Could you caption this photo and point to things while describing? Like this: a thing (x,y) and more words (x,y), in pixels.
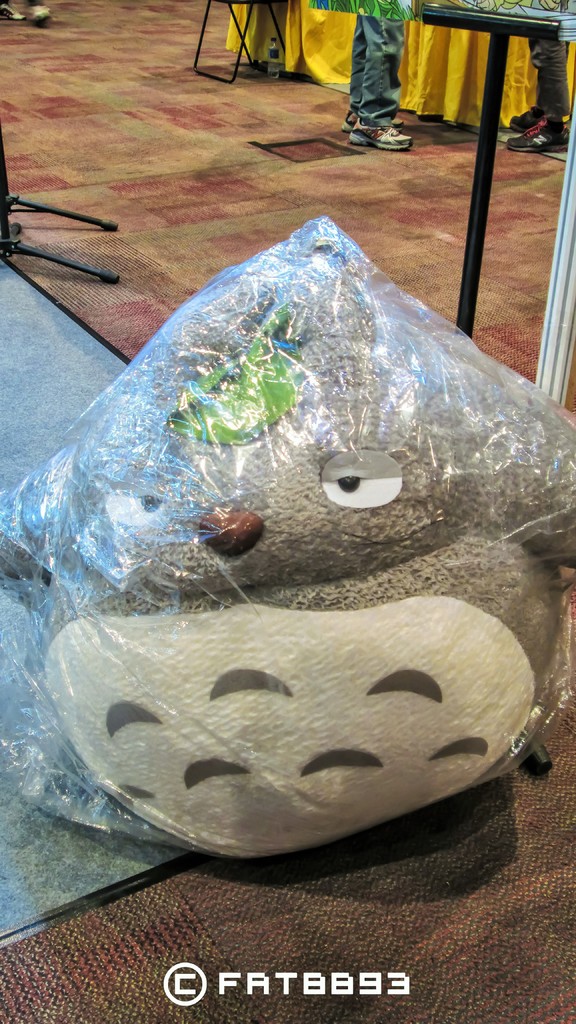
This image is taken indoors. At the bottom of the image (357,879) there is a mat (51,895) on the floor (129,936). In the background (373,49) two persons (391,90) are standing on the floor (312,90). There is a table (349,28) with a tablecloth (325,43). There are a few objects (572,334). In the middle of the image (257,566) there is a teddy bear (254,450) packed with a cover (166,492) on the floor (457,813).
